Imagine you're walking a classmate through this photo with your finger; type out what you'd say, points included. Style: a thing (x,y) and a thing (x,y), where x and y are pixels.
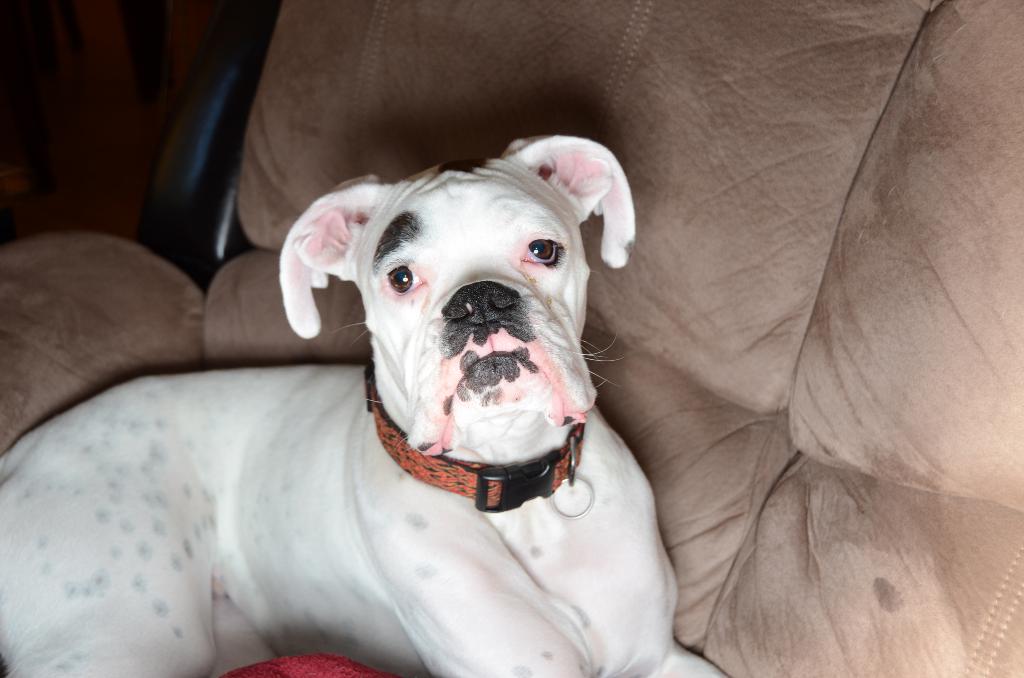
In this picture there is a white dog (555,383) which is sitting on the couch (868,571). At the bottom (290,661) there is a cloth (289,661).
